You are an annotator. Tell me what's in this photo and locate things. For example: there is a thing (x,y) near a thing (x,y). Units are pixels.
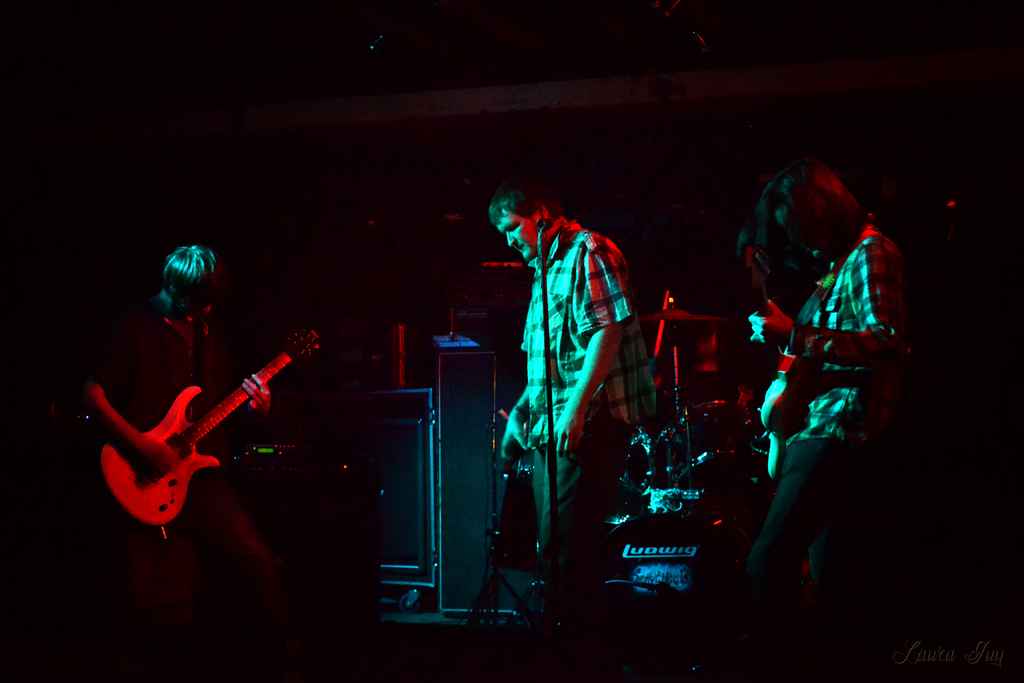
In this image we can see some group of persons (842,361) standing and playing musical instruments (184,439) and at the background of the image (457,418) there are some sound boxes (485,399).
